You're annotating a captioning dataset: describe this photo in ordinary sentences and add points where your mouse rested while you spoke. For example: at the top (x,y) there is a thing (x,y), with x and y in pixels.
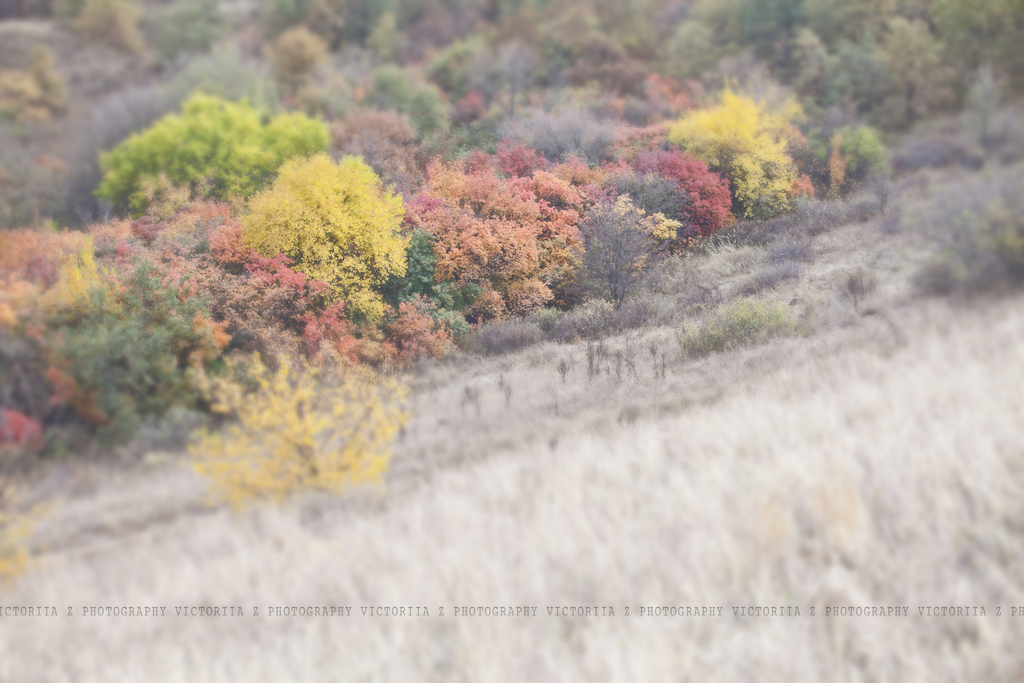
This image consists of many plants (578,221) in different colors. At the bottom (453,540), there is dry grass (585,566).
